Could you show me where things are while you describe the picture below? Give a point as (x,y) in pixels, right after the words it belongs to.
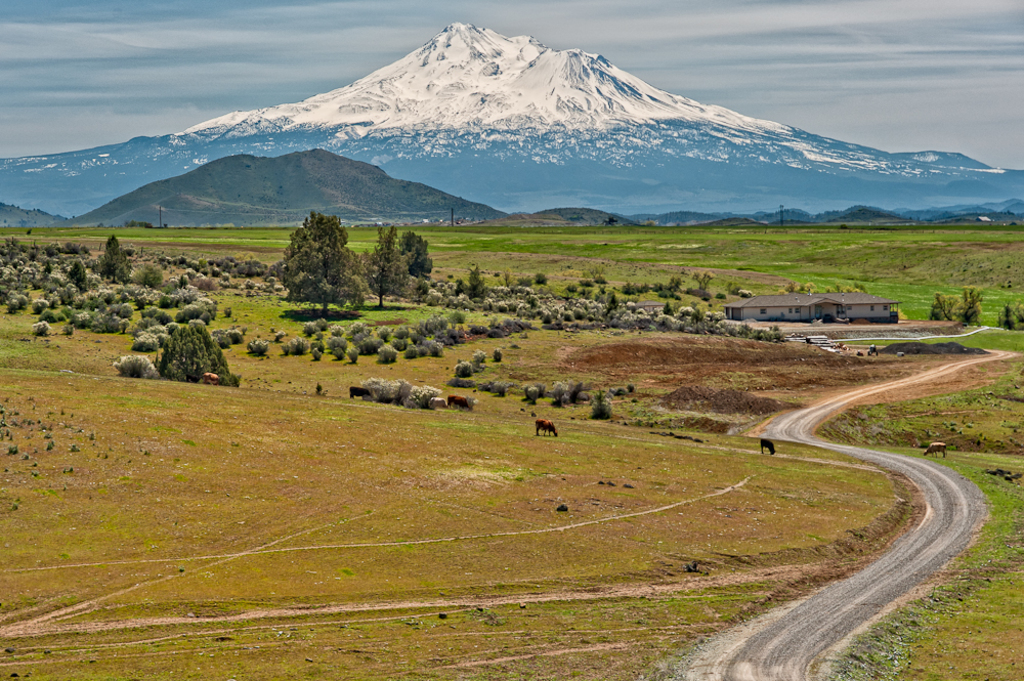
In this picture, we see cows (539,429) grazing in the field (378,518). There are trees (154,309) and building (839,296) in white color. There are hills (511,60) in the background (437,165). At the top of the picture (895,76), we see the sky (202,44).
